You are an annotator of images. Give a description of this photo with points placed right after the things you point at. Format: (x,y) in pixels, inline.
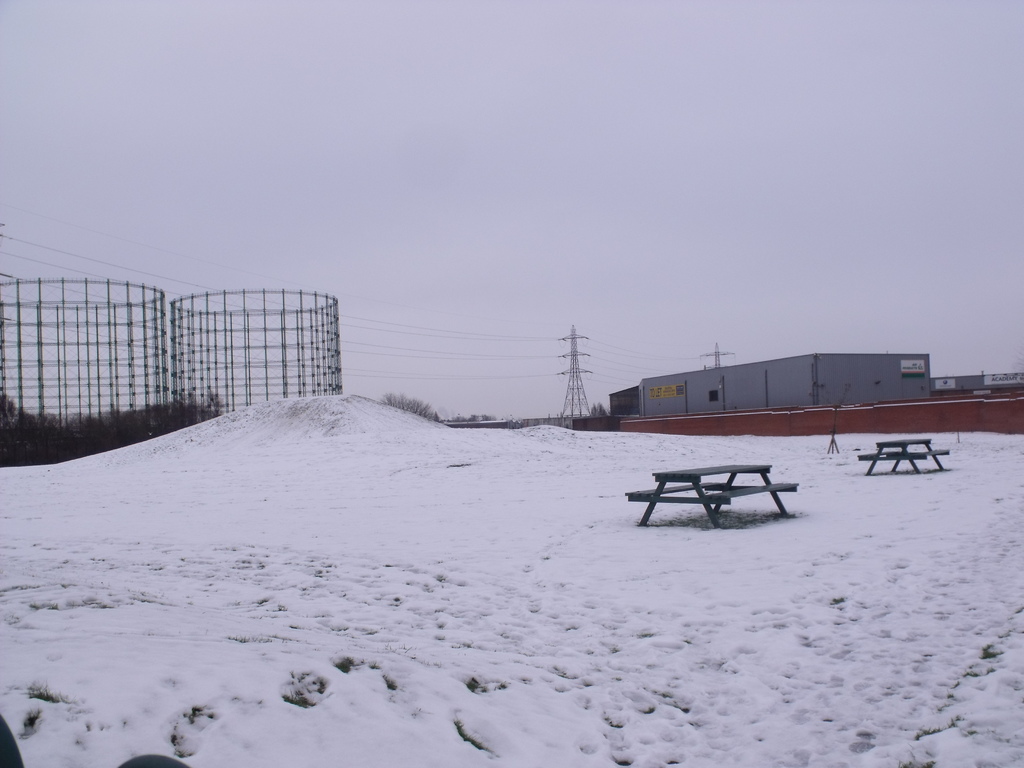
In this image, on the right side (928,387), we can see two benches (728,497) and a building (791,383), electric pole (719,364), electric wires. On the left side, we can also see some trees (401,400) and plants (413,404). In the background (15,391), we can see some metal grills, electric pole (578,343), electric wires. At the top (513,102), we can see a sky (514,83), at the bottom (380,644), we can see a snow (429,677) on the land (501,612).
